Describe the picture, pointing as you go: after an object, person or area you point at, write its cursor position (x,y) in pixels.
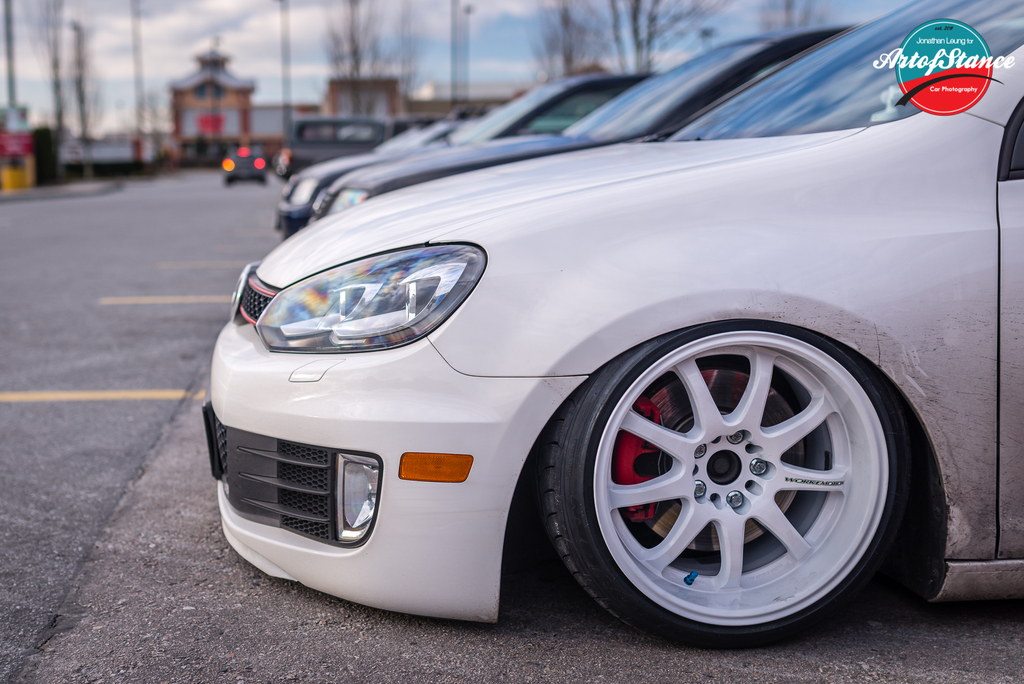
On the right side (771,407) there are cars (434,367) on a road (168,308), in the background (93,101) there are trees (587,43), building (198,104) and the sky (608,43) and it is blurred, in the top right (941,82) there is a logo (914,72).
